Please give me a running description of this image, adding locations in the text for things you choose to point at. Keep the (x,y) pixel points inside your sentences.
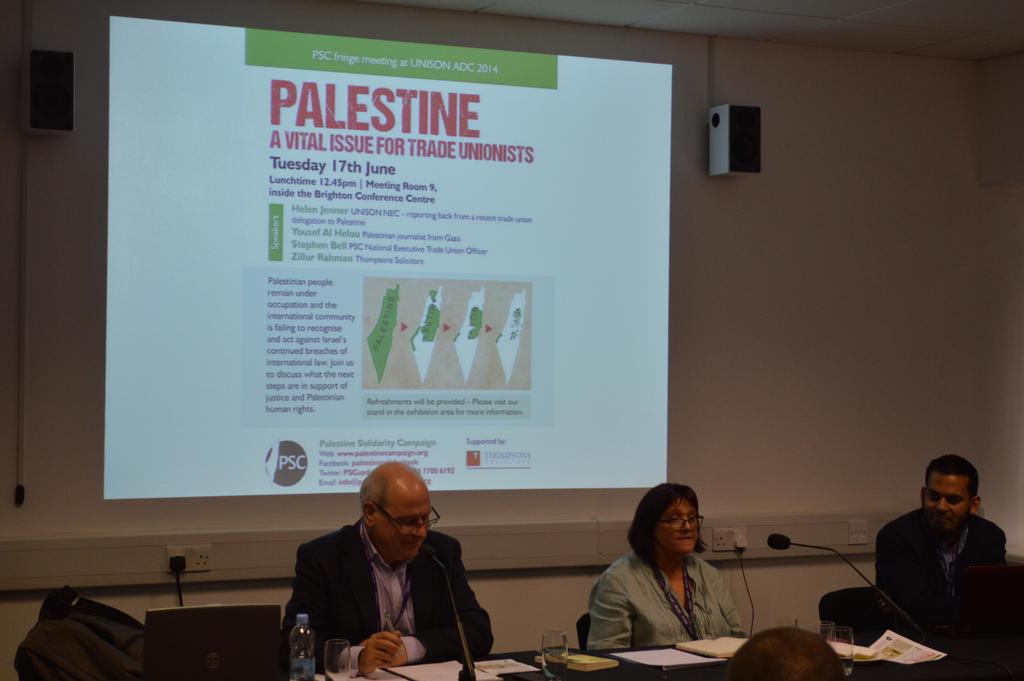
In this image there are three people (694,587) seated on chairs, in front of them on the table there are mics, papers (650,649) and glass of drinks (562,651), behind them there is a screen (269,116) on the wall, and there is a speaker (740,144) and there are a few power sockets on the wall (711,352).
